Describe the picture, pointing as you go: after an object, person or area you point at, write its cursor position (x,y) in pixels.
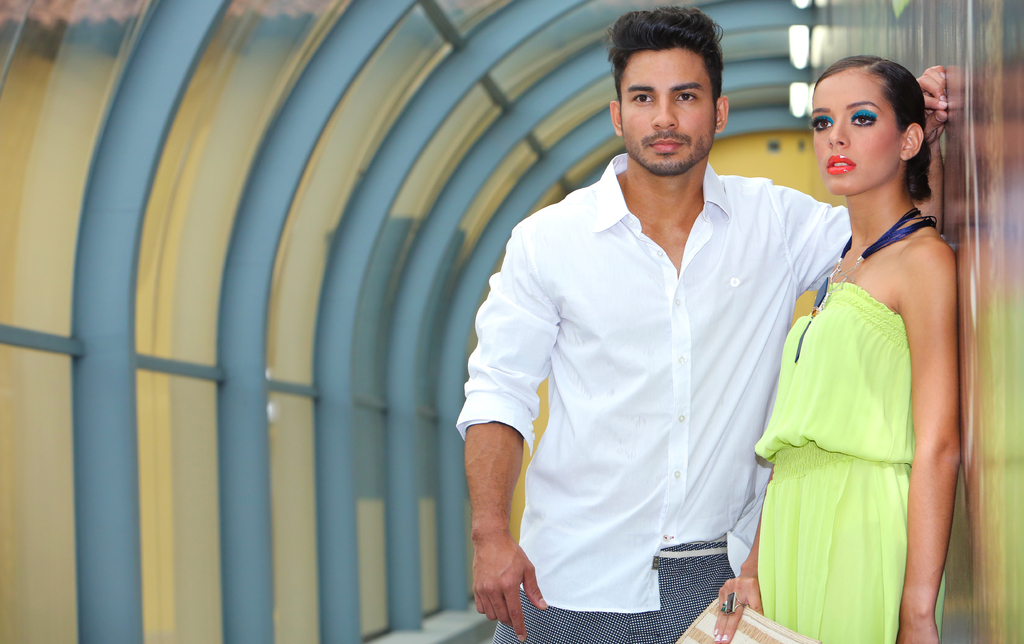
This picture looks like an inner view of a building (404,354), three lights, it looks like rods (94,515) on the left side of the image (324,451), one man (832,257) standing and touching the wall (992,161) on the right side of the image (705,593). There are some objects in the background (367,316) and the background is blurred. One woman (858,634) standing near the wall (965,68) and holding an object (790,641) on the right side of the image (832,125).
